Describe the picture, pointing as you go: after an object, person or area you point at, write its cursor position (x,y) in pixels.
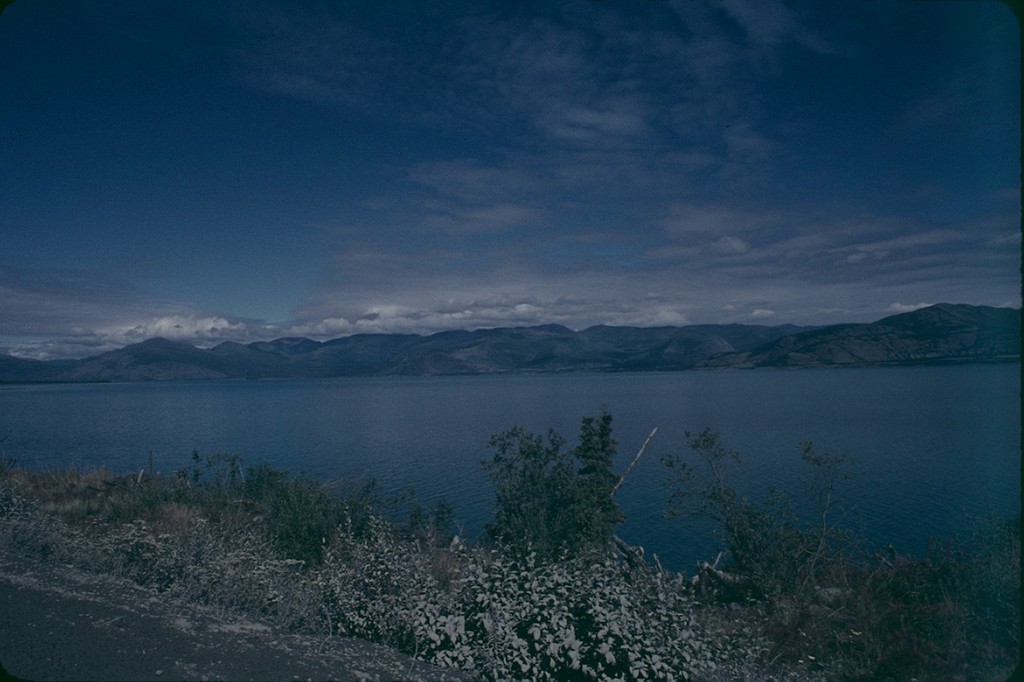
In this image I can see a lake (141,387) of water (368,394) and sky (476,152). I can also see grass (819,582) over here.
